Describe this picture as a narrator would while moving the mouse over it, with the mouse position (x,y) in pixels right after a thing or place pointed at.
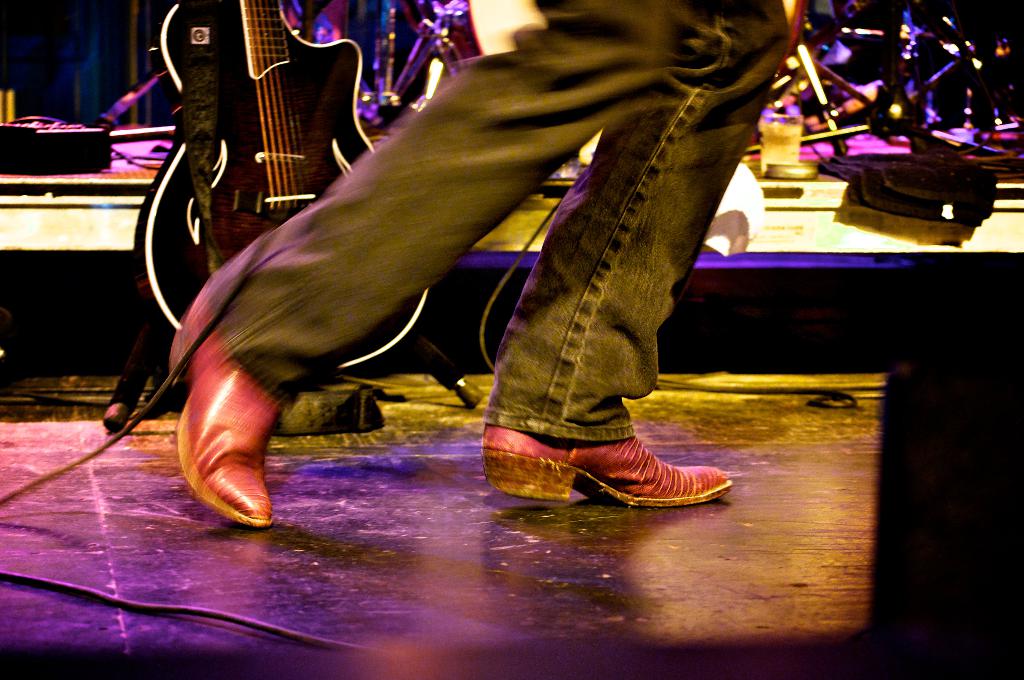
As we can see in the image there is a man (646,157) and guitar (237,140).
